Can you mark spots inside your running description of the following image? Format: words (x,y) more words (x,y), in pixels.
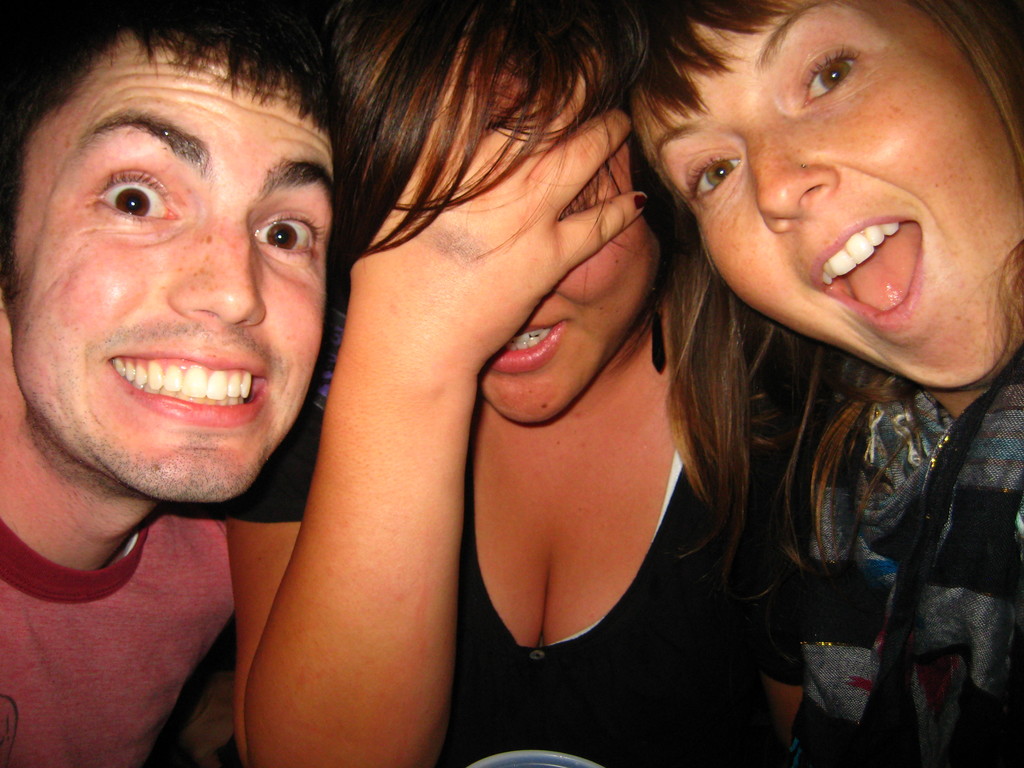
Here in this picture we can three persons (171,578) and all of them are smiling and the woman (569,373) in the middle (611,386) is hiding her face (513,354) with her hand (485,294).
